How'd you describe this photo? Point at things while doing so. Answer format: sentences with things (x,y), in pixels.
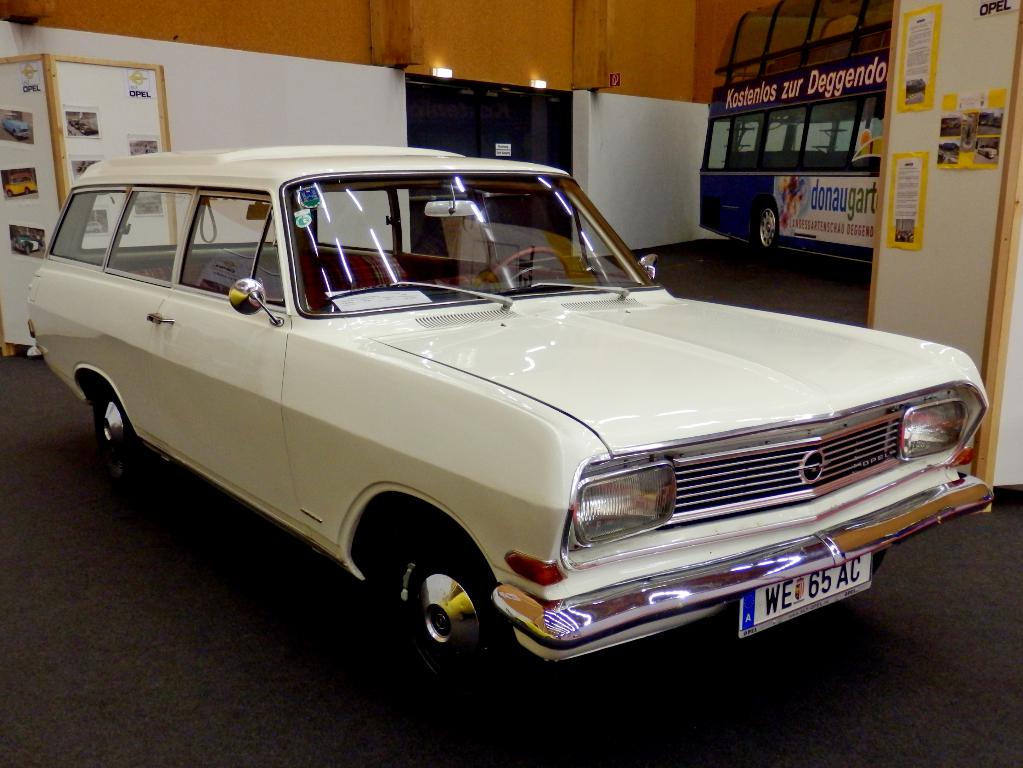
In this image I can see the vehicles (506,396). To the right (900,217) I can see some posters (901,233) attached to the wooden board (959,209). I can also see few more photos (7,175) and papers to the board (99,129) in the back (14,199). I can see there is a white, black and brown color background (407,64).
